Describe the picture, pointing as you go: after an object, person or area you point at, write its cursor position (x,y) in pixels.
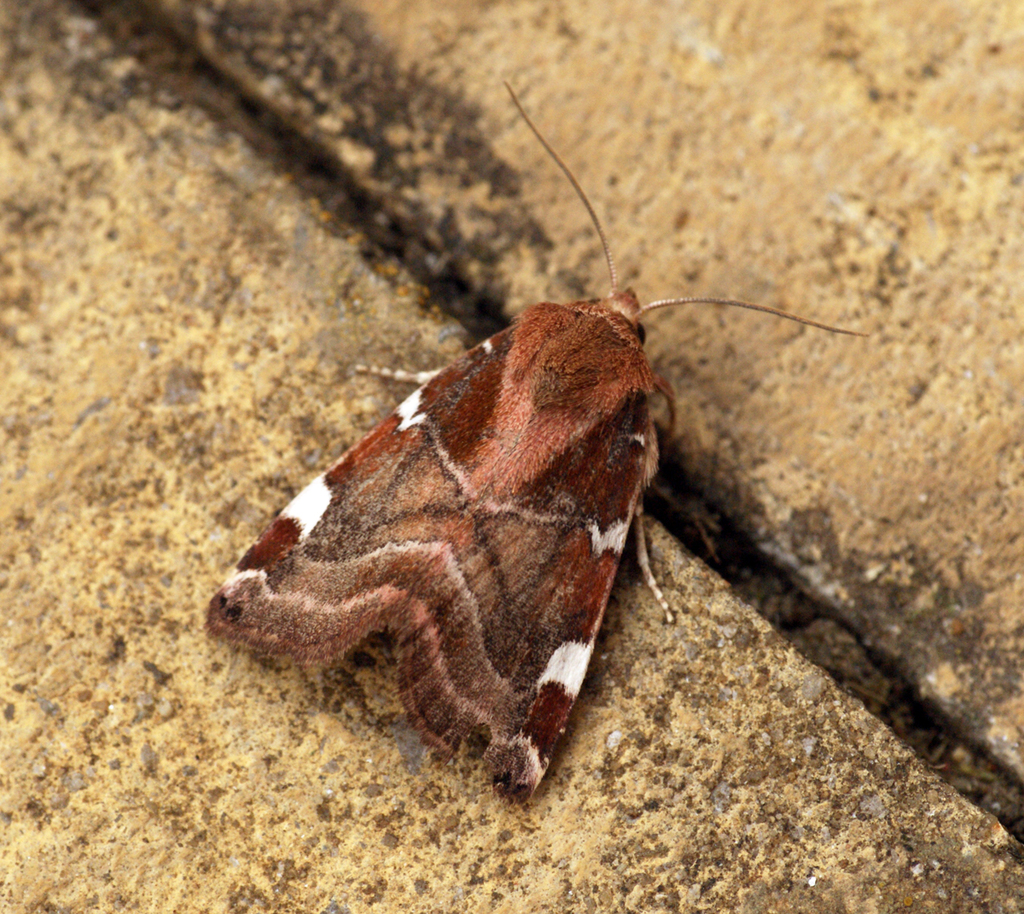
In this picture there is a moth (619,372) who is standing on the floor (736,793).
